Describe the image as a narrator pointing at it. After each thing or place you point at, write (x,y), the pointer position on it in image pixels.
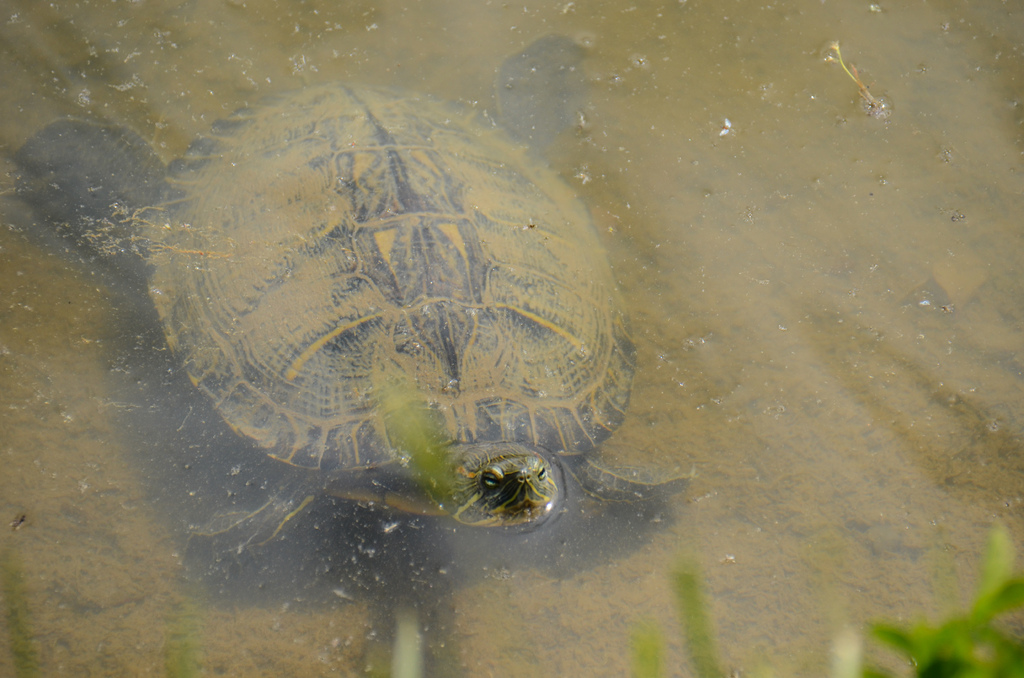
In this picture, we see the turtle (391,208) is swimming in the water (679,178) and this water (786,345) might be in the pond (695,259). In the right bottom (979,666), we see the aquatic plants (958,631) or grass (954,621).
